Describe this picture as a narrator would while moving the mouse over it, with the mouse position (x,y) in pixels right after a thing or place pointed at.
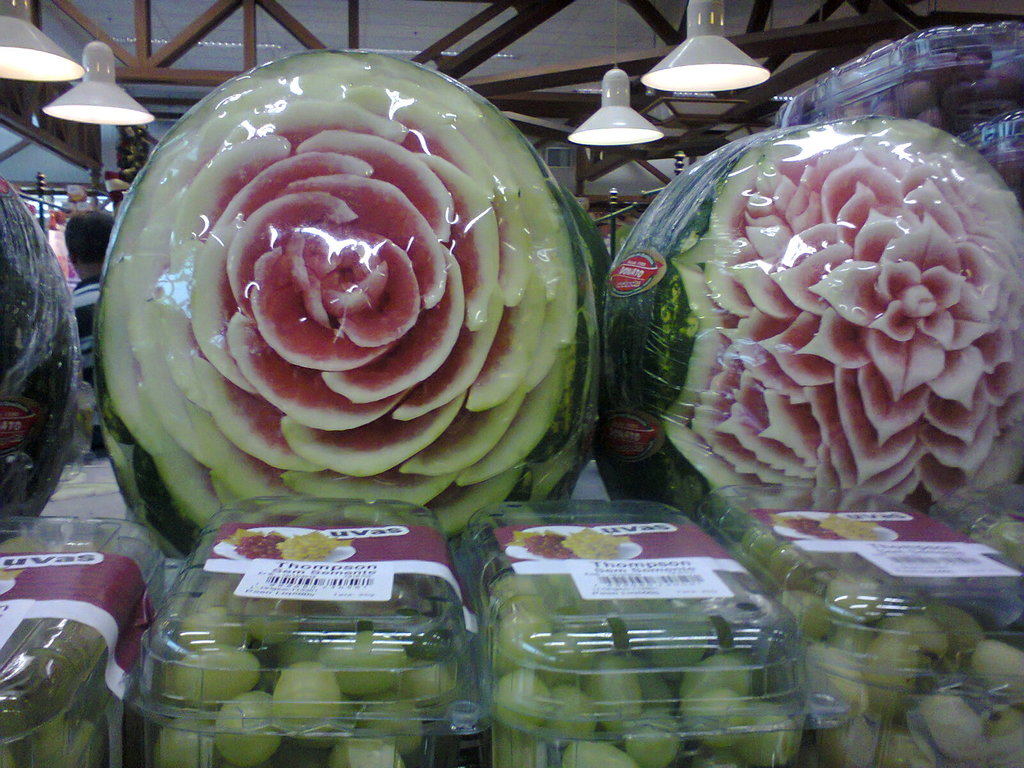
In this picture, we see the plastic boxes (301,676) containing the grapes (730,722). We see the stickers (622,588) pasted on the boxes (397,587). In the middle (446,274), we see the carved watermelons (435,397) are covered with a plastic cover (650,372). Behind that, we see a man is standing. On the right side (1003,63), we see a plastic box (942,61) containing the fruits (945,124). In the background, we see a wall (570,174). At the top (208,75), we see the lights (690,20) and the roof (561,76) of the building (597,77).
